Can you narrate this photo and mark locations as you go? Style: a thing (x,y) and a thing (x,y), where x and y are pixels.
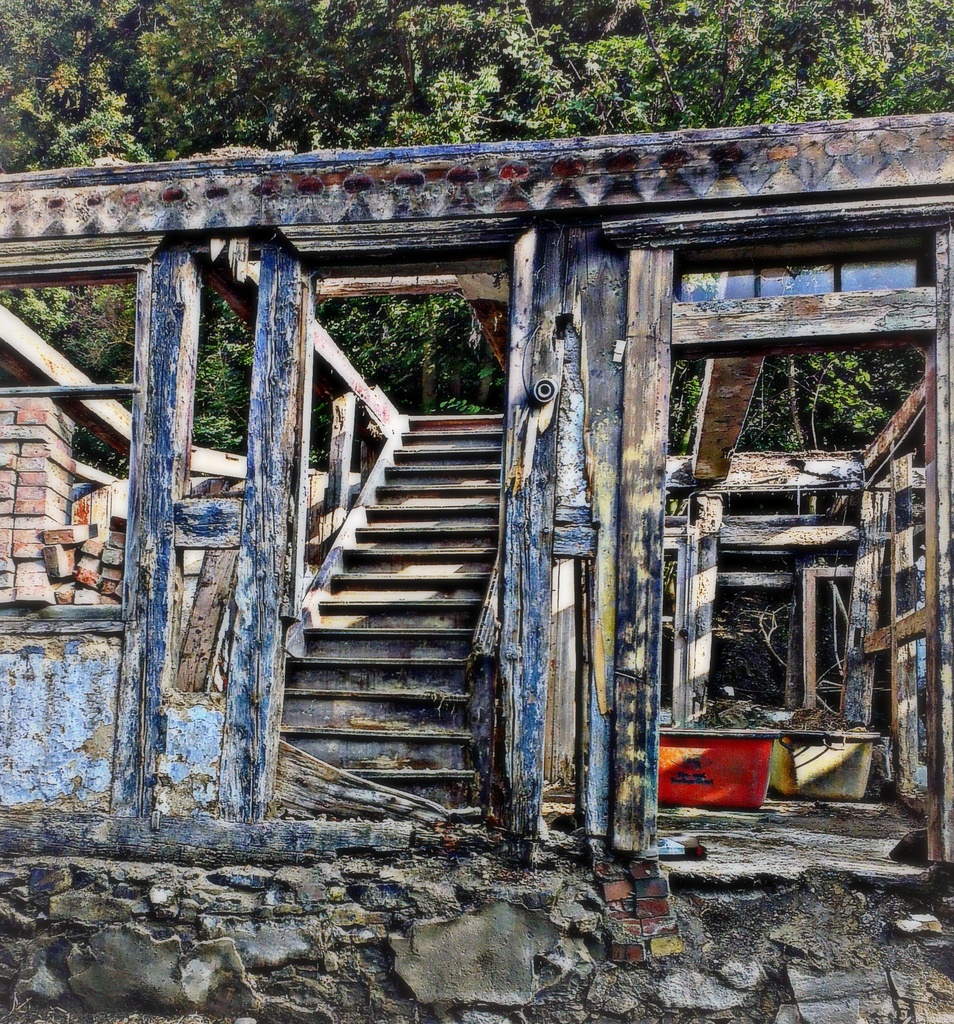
In this picture, we see a wooden house (507,417) or a building (632,500). This building (525,732) might be in construction. In the middle of the picture (443,587), we see a staircase (391,652). On the right side (702,774), we see red and yellow color things (734,784) which look like boxes (741,753) or tubs (764,757). On the left side (13,590), we see bricks (51,511). There are trees (414,143) in the background (590,105).
